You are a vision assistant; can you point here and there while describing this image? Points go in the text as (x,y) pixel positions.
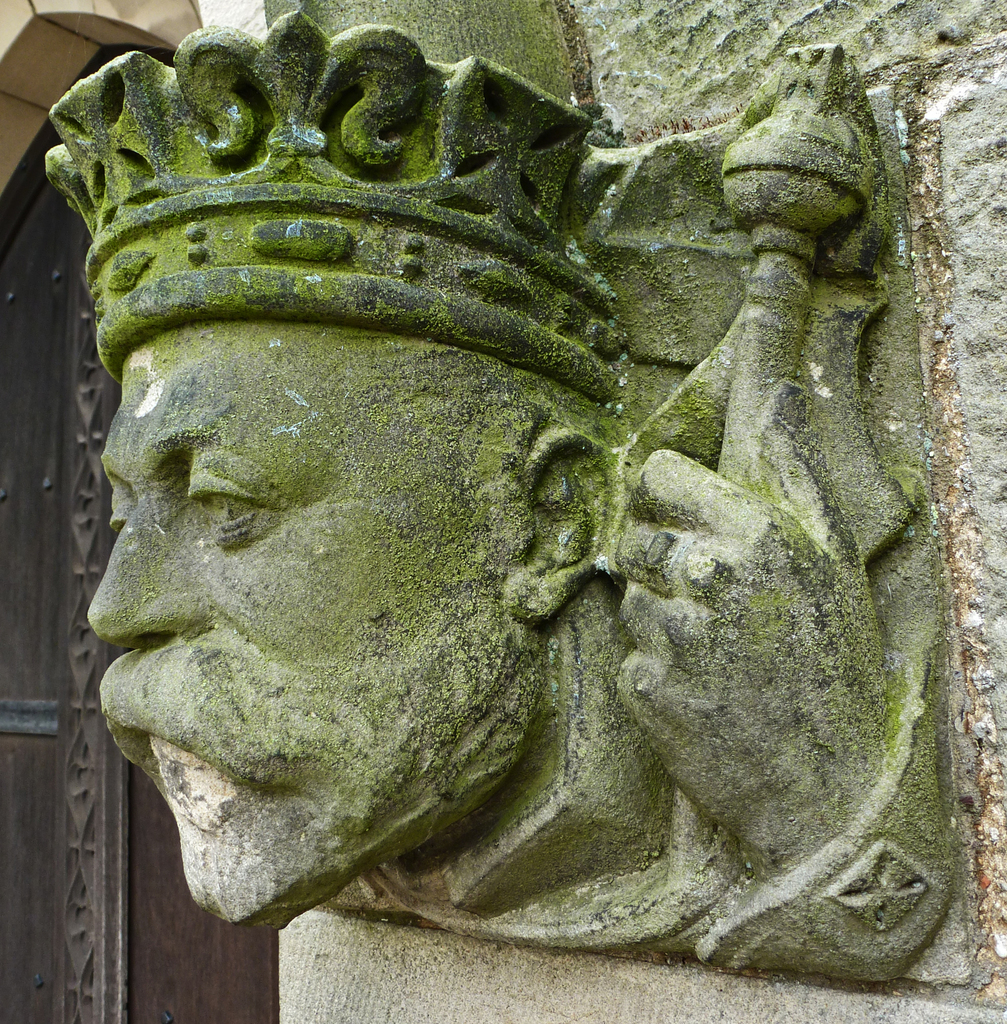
In this picture we can see statues (702,246) on the wall (945,161) and we can see door (62,993).
